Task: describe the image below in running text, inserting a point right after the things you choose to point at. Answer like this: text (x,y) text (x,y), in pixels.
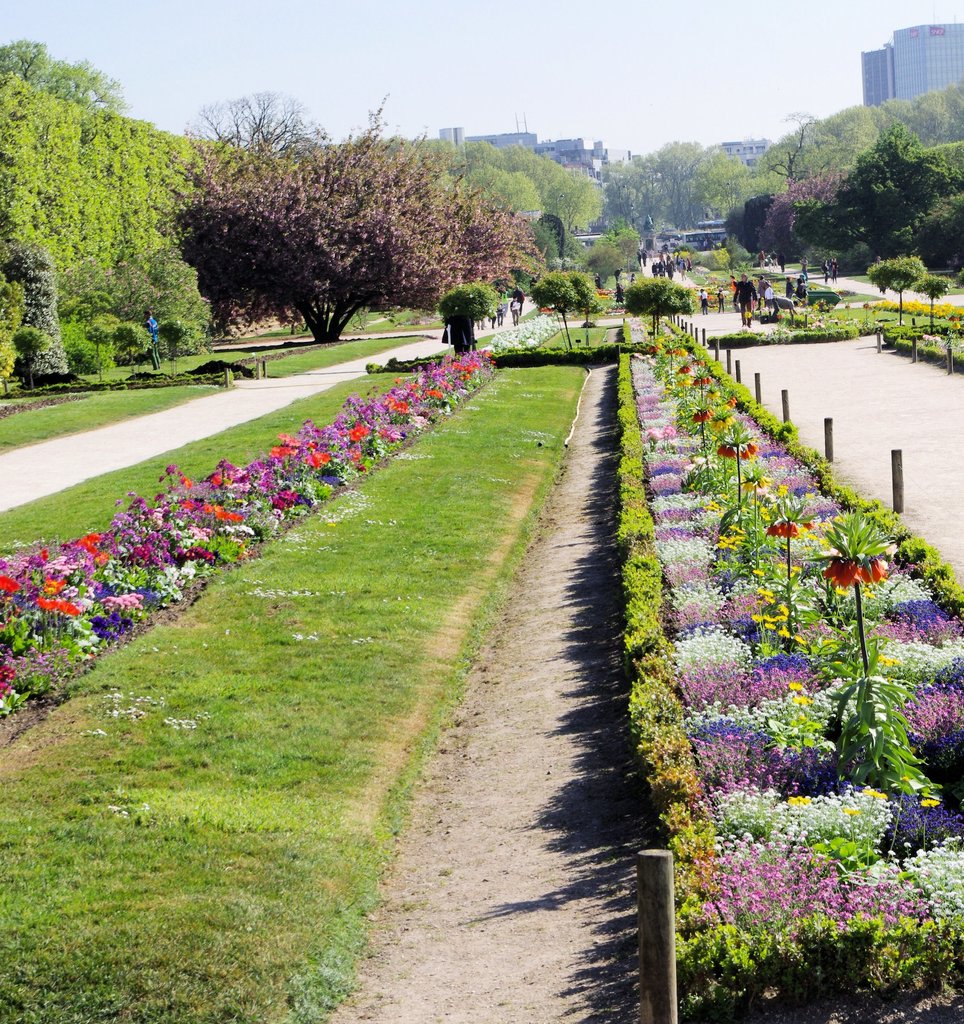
In this picture there are different types of flowers (728,470) in the foreground (129,533). At the back (653,263) there are group of people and there are buildings (932,85), trees (508,147). At the top (367,24) there is sky (414,5). At the bottom (375,899) there is grass (294,855) and there is a road (395,348).
